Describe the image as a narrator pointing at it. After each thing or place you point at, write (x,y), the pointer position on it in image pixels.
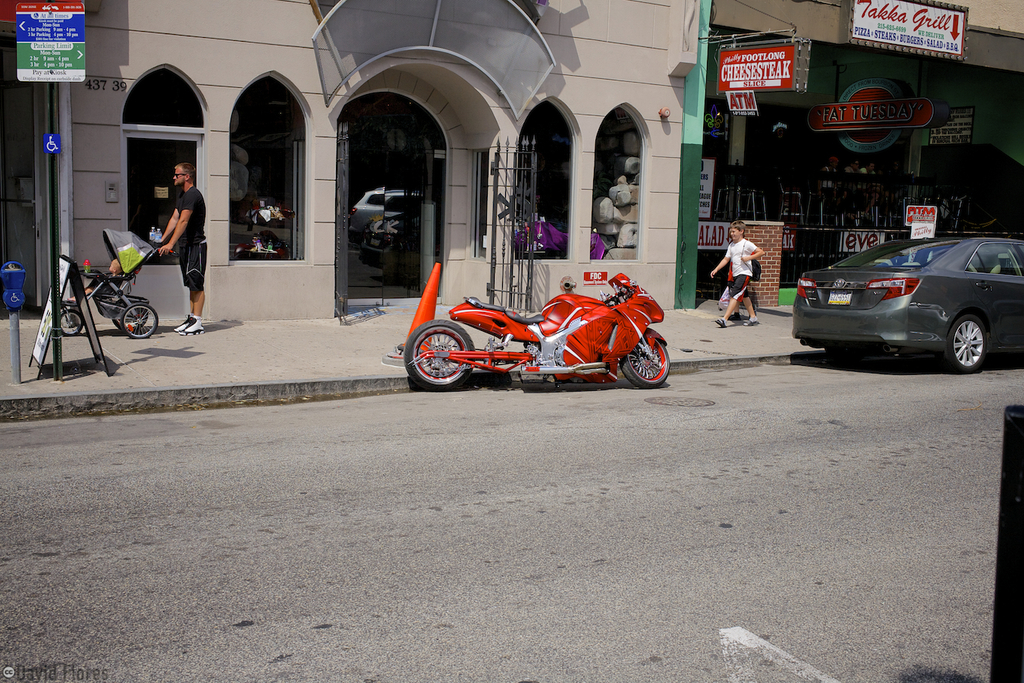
In this image there are buildings (9,136), there is a building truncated towards the right of the image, there is a building (15,146) truncated towards the left of the image (13,159), there is a gate (496,216), there are windows (170,193), there is a wall (215,38), there are numbers (111,85) on the wall (467,75), there are boards (746,114), there is text (748,80) on the board (706,199), there is a board (902,25) truncated towards the top of the image (891,41), there is a car (915,302) truncated towards the right of the image (911,297), there is road (248,488), there are vehicles (538,350) on the road (508,389), there are objects (417,326) on the ground (269,336), there is an object (1006,479) truncated towards the right of the image (1017,577), there is text (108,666) towards the bottom of the image (46,662), there is a pole (57,220), there are stones (627,197).
